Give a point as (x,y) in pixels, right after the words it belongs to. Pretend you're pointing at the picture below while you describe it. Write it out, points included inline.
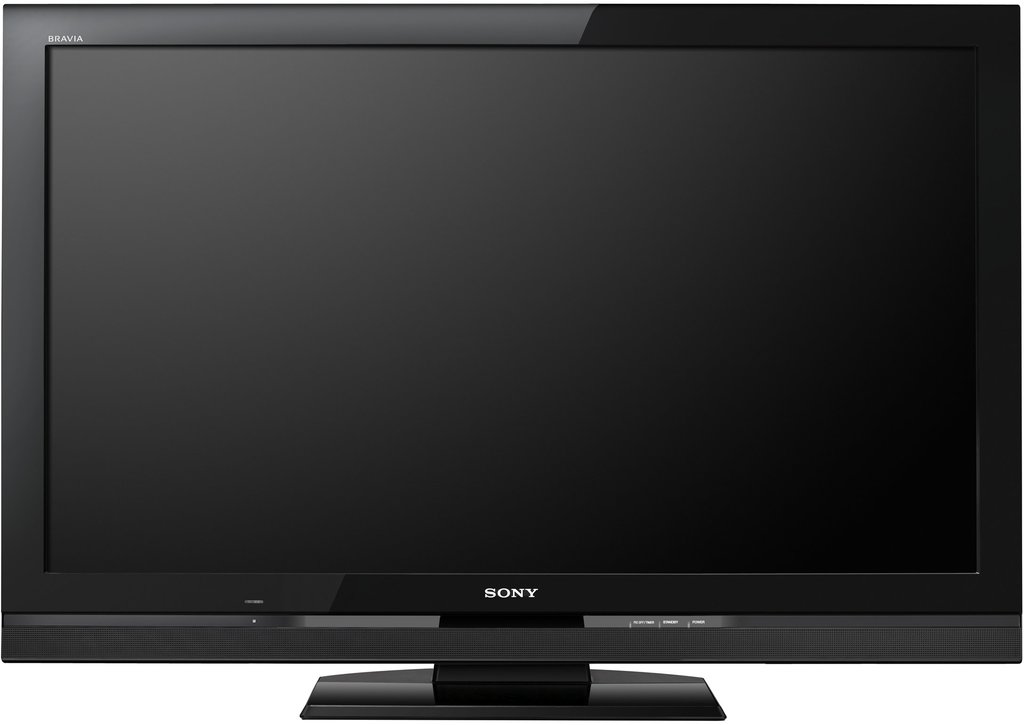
In this image we can see a black color Sony television (547,596).
